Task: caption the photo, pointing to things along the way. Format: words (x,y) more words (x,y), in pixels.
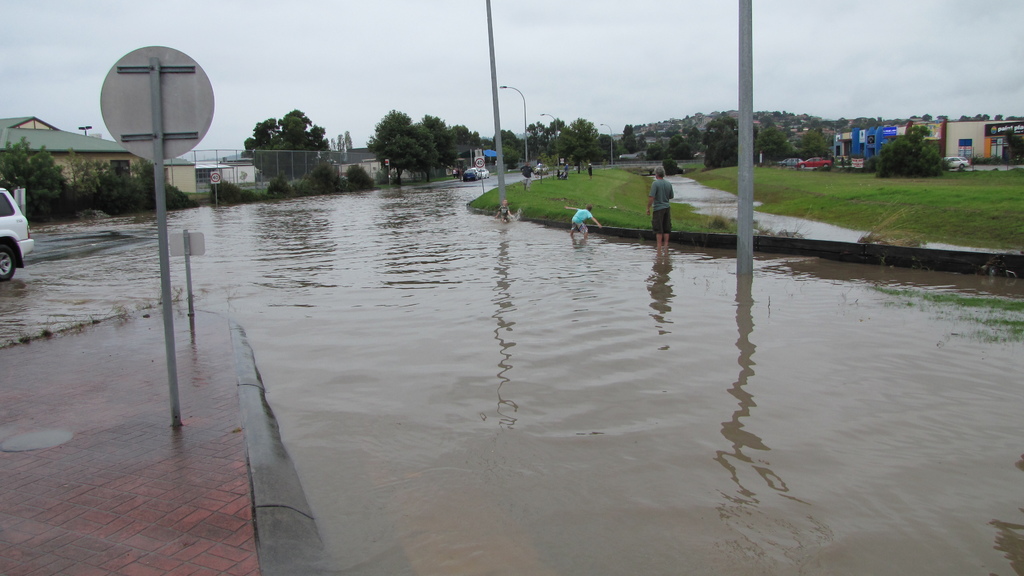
In the center of the image (406,218) we can see water (437,291) on the road (386,280). On the right side of the image (794,177) we can see persons (586,234), grass (755,173), poles (741,173), buildings (856,148) and cars (962,165). On the left side of the image (217,171) we can see buildings (205,185), fencing (287,166), sign board (147,122), vehicles (1,215) and road (125,247). In the background (650,53) we can see trees (571,133), hill (645,143) and sky (537,49).
